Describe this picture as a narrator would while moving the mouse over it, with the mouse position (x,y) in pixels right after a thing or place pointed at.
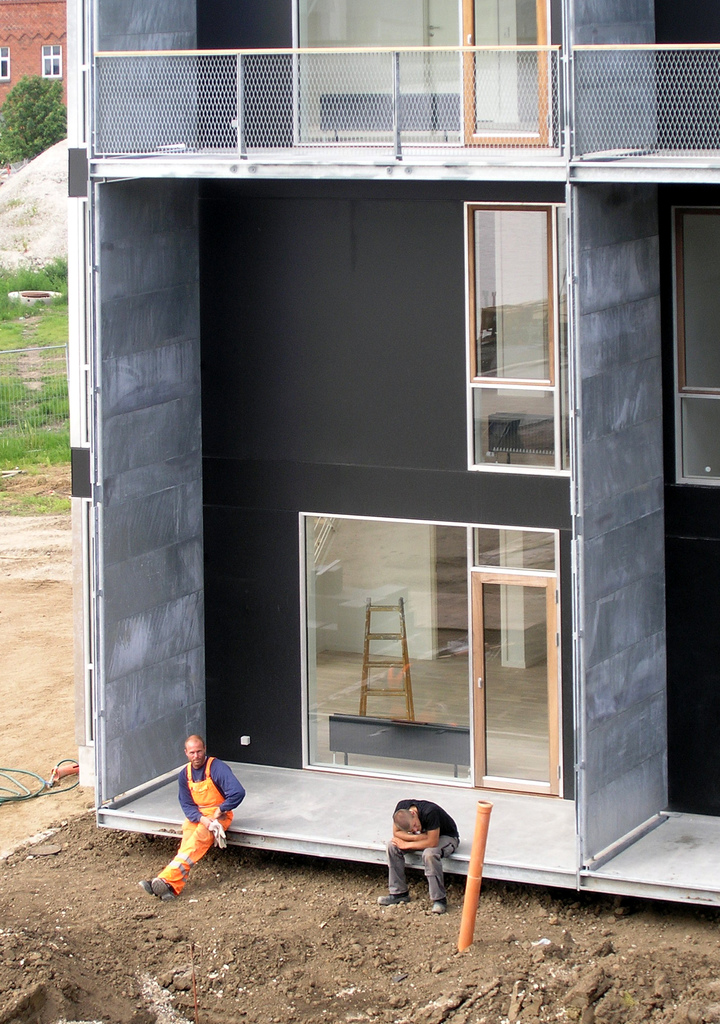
There are people (212,783) sitting and we can see building (279,574) and glass (438,629), through this glass (402,594) we can see ladder (406,675). In the background (62,64) we can see wall (23,62), windows (53,58), tree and grass (1,343).
